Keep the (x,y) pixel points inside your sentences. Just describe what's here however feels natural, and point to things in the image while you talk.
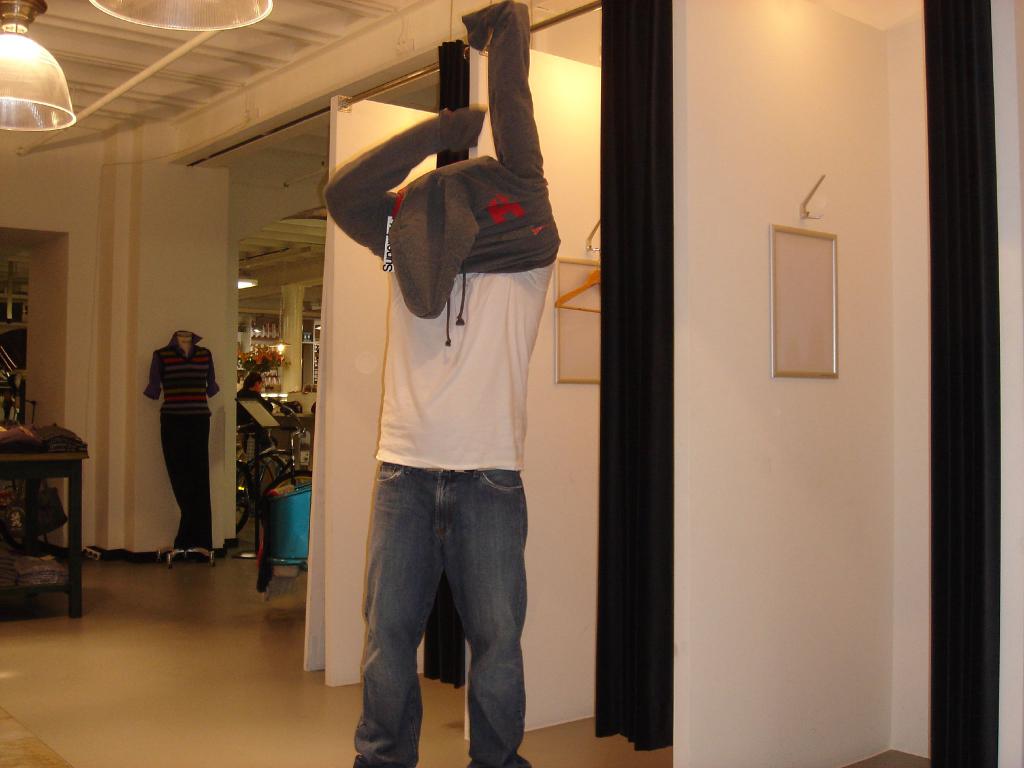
In this image we can see a man (492,309) standing on the floor (240,717) wearing the t-shirt (544,280). We can also see some frames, curtains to a pole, a door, a mannequin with a dress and some objects (44,446) in the shelves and on the table (72,456). We can also see some objects (309,442) placed on the floor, a pillar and some ceiling lights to a roof (189,74).
